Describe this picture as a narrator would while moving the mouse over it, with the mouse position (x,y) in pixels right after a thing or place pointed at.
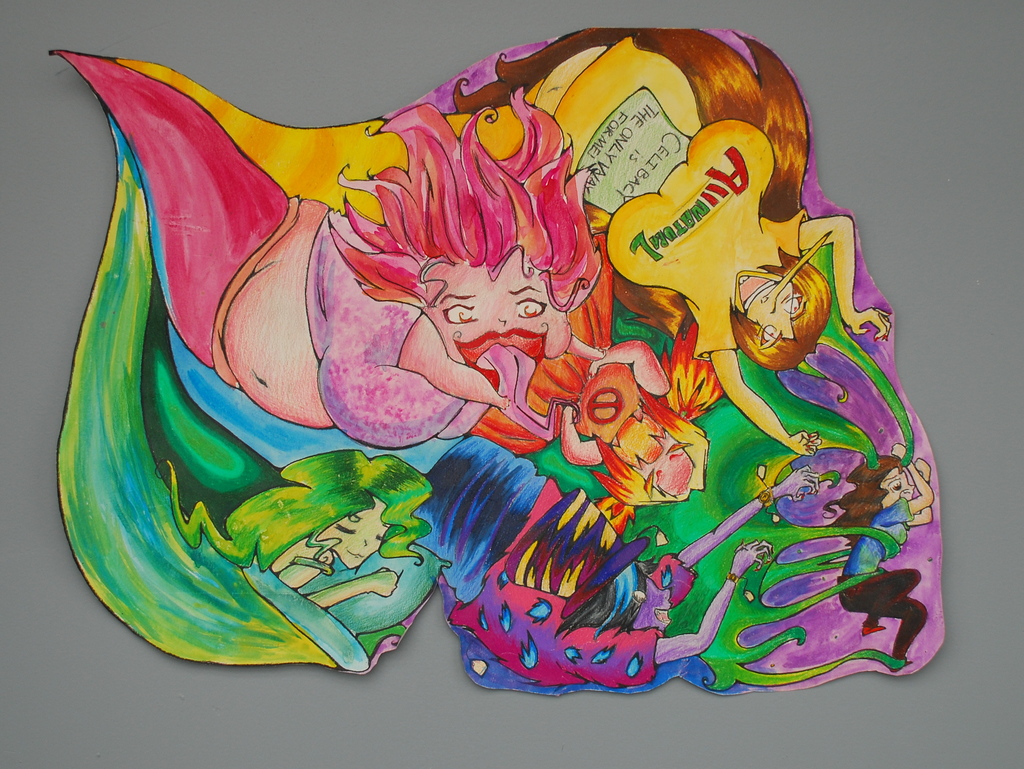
This image consists of a painting (385,449) with many colors.
